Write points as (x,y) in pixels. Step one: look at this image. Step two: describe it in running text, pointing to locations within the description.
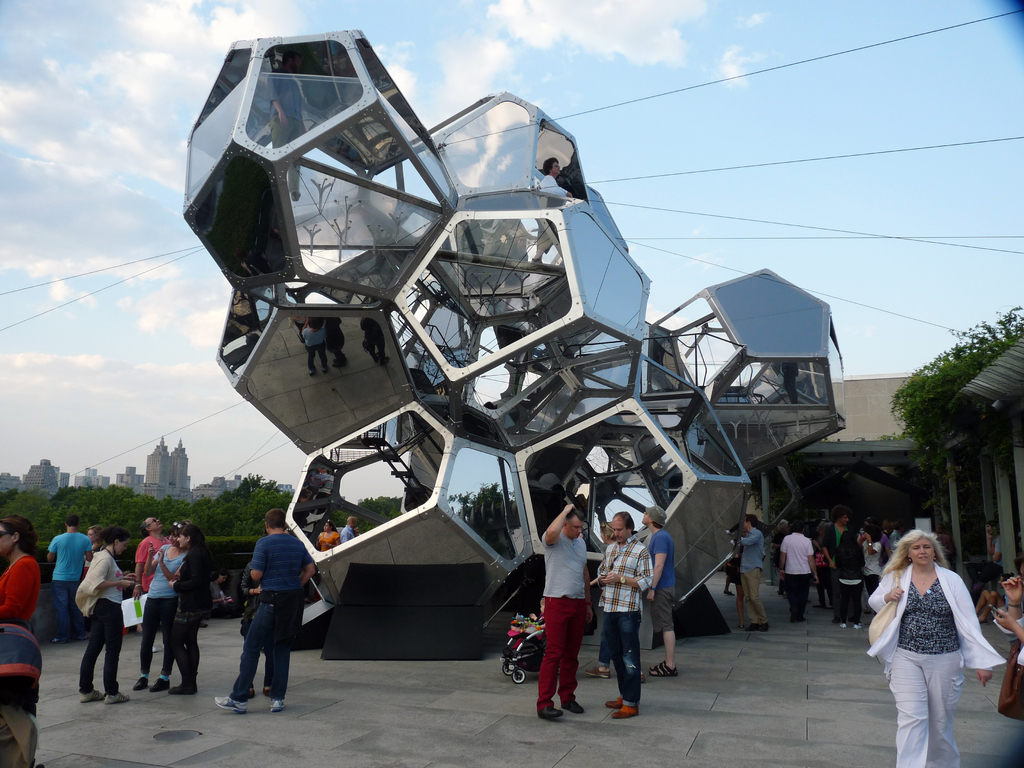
In this picture we can see a group of people (926,629) standing on the ground (825,692), stroller (522,659), trees (233,498), buildings (46,470) and in the background (184,175) we can see the sky (596,141) with clouds (187,392).
